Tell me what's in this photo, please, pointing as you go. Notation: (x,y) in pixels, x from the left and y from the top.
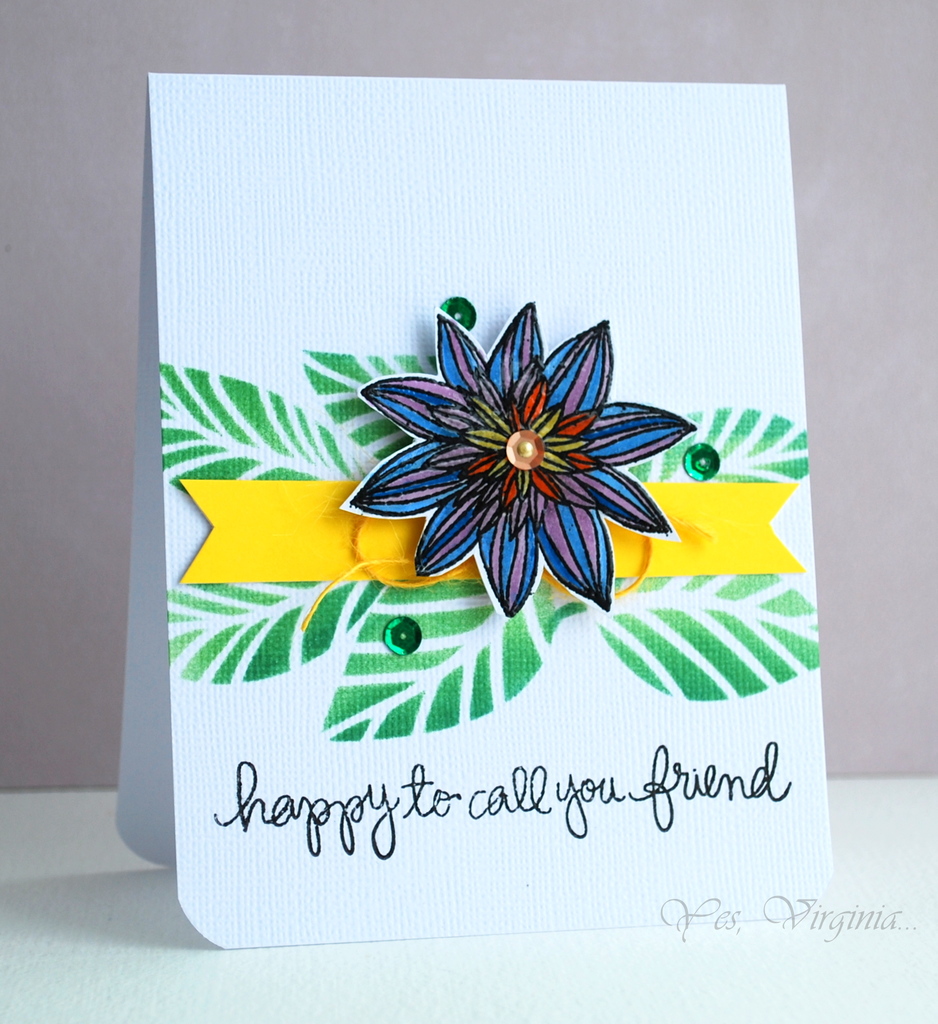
In this picture there is a sheet (325,229) which has a flower (535,478) and few leaves (669,620) drawn on it and there is something written below it.
